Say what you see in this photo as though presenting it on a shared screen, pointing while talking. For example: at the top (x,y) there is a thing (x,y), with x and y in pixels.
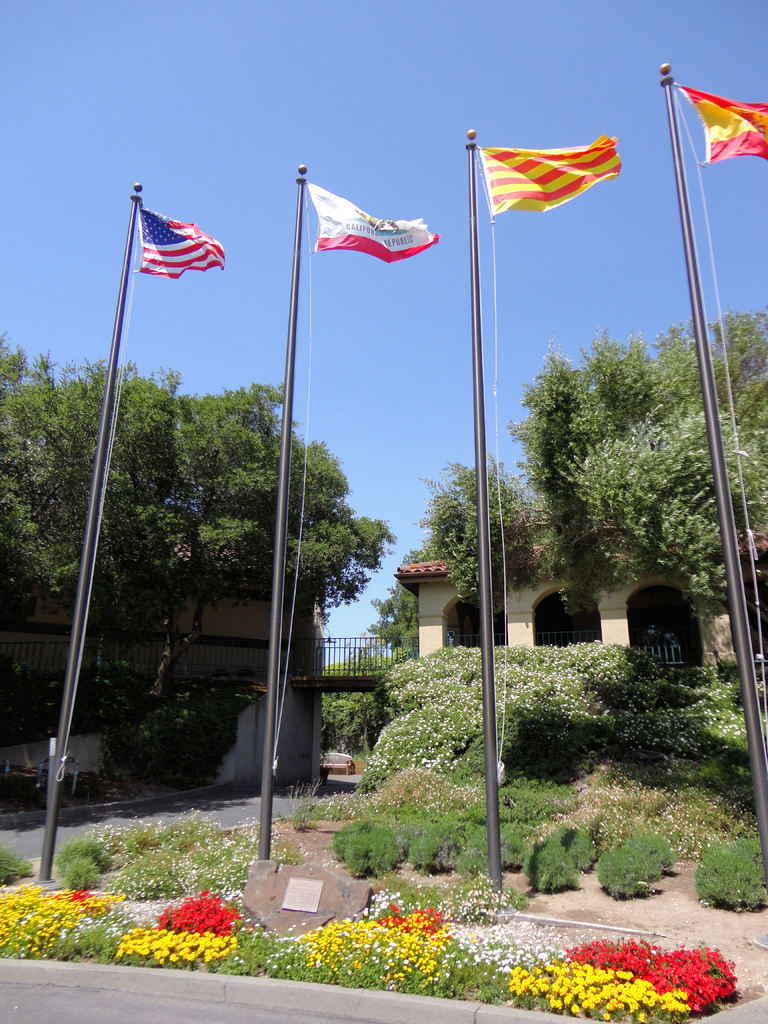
In the foreground of the image (685,209) we can see group of flowers (207,944), ropes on poles (685,209), a memorial (340,886) placed on the ground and group of flowers (303,938) on plants (463,892). In the center of the image (435,639) we can see buildings (516,622) with bridge (350,670), railing (352,670) and arches (637,635). In the background (595,420), we can see some trees (716,323) and the sky (260,129).
